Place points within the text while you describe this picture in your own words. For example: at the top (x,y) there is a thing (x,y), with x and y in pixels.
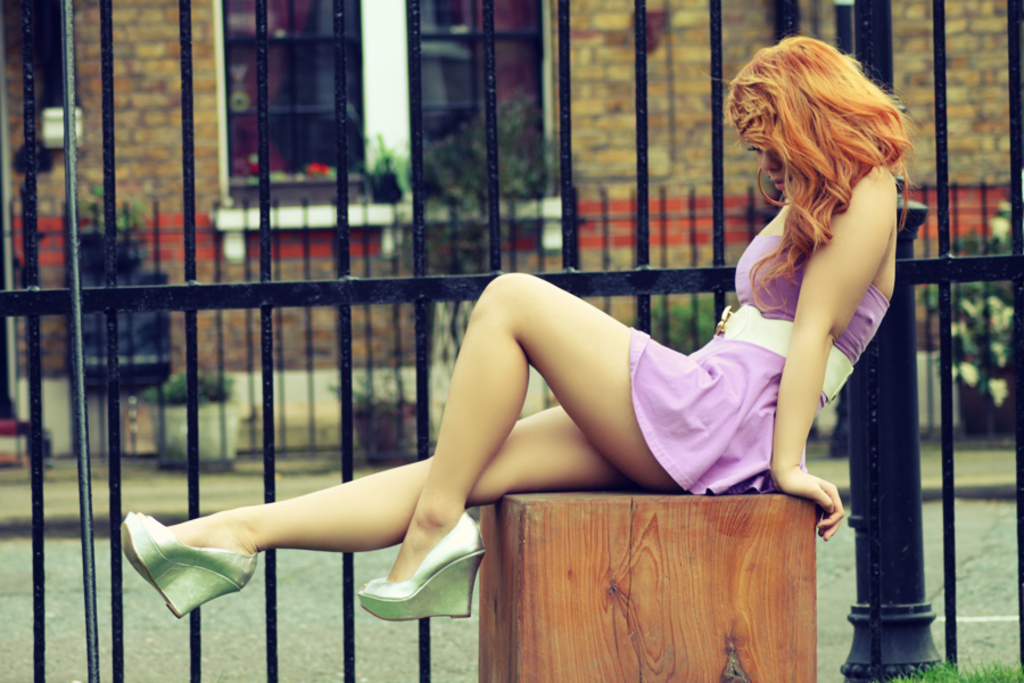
In this picture I can see there is a woman (814,489) sitting on the wooden table (783,587) and she is wearing a purple dress (745,475) and high heel sandals (392,604). There is a railing (945,313) in the backdrop (1023,647) and there is some grass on to right (917,680). In the backdrop (376,36) there is a building (292,82) and it has a window (433,62), plants (522,194) and a wall (60,284).
